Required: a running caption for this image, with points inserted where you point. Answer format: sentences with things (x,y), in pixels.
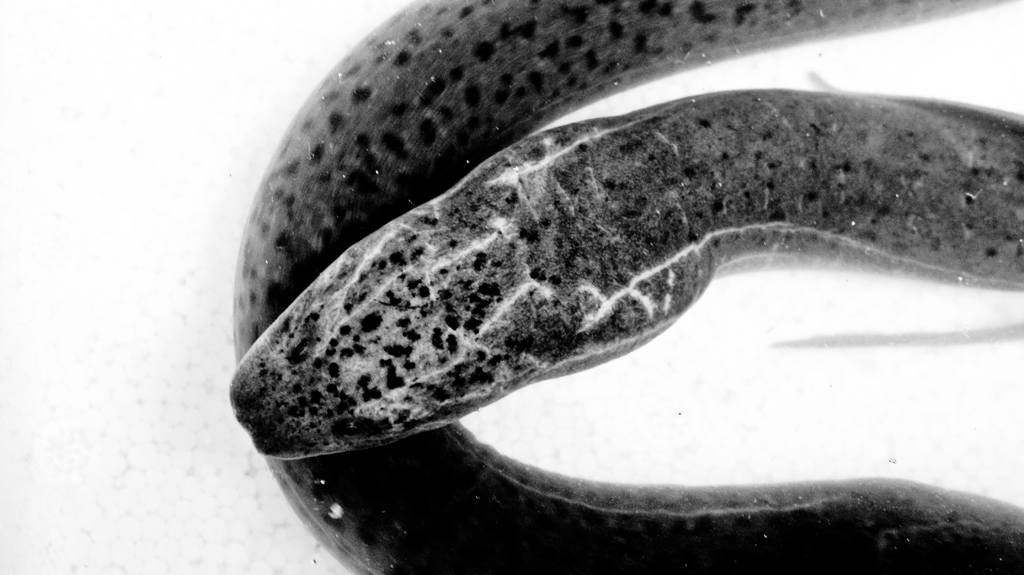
In this image I can see a lungfish (472,180). This is a black and white image.
